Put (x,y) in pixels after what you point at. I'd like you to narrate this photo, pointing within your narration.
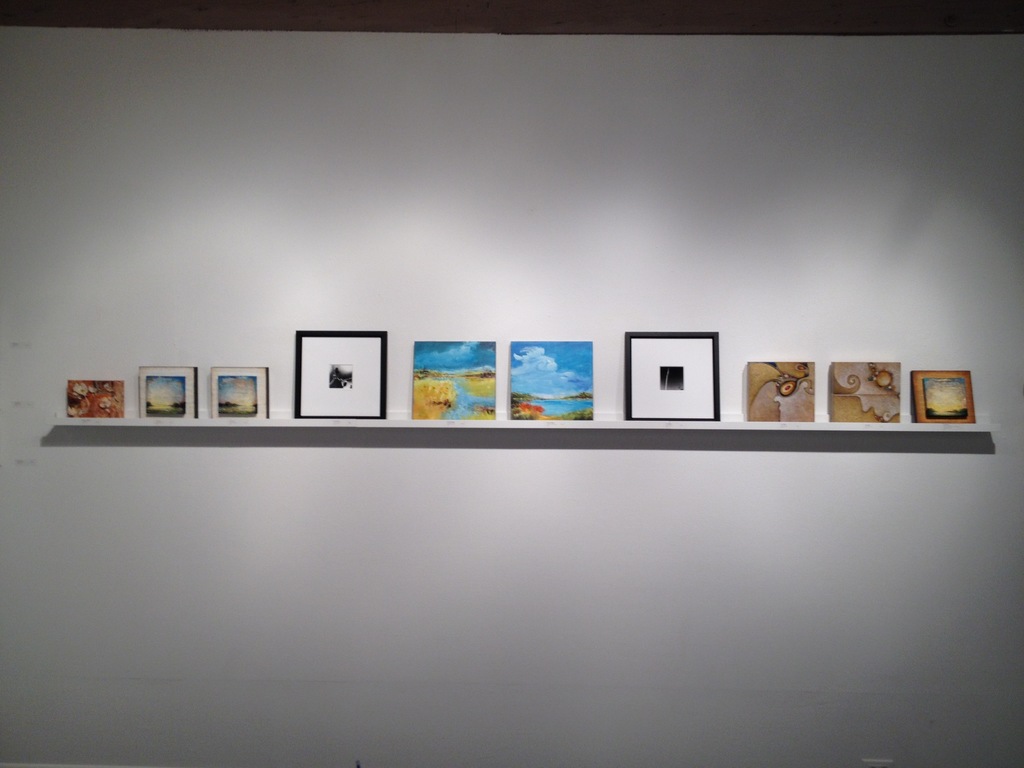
In this image we can see a wall (26,260) with a stand (966,425). On the stand (936,428) there are photo frames (959,407).
